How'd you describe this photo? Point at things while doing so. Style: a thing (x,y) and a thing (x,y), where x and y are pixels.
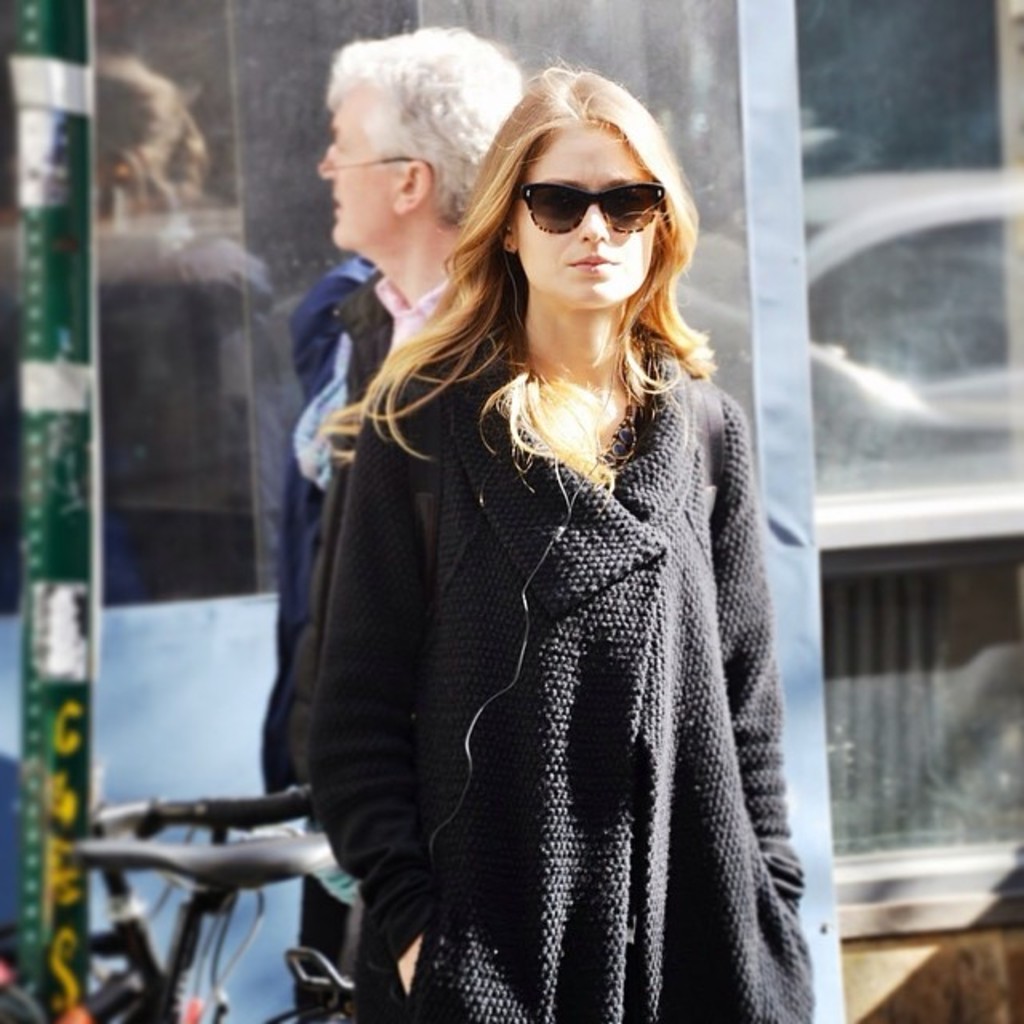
In the given image i can see a lady (676,394) with spectacles (660,186) and behind her i can see a person (412,109) and bicycle (124,912).
